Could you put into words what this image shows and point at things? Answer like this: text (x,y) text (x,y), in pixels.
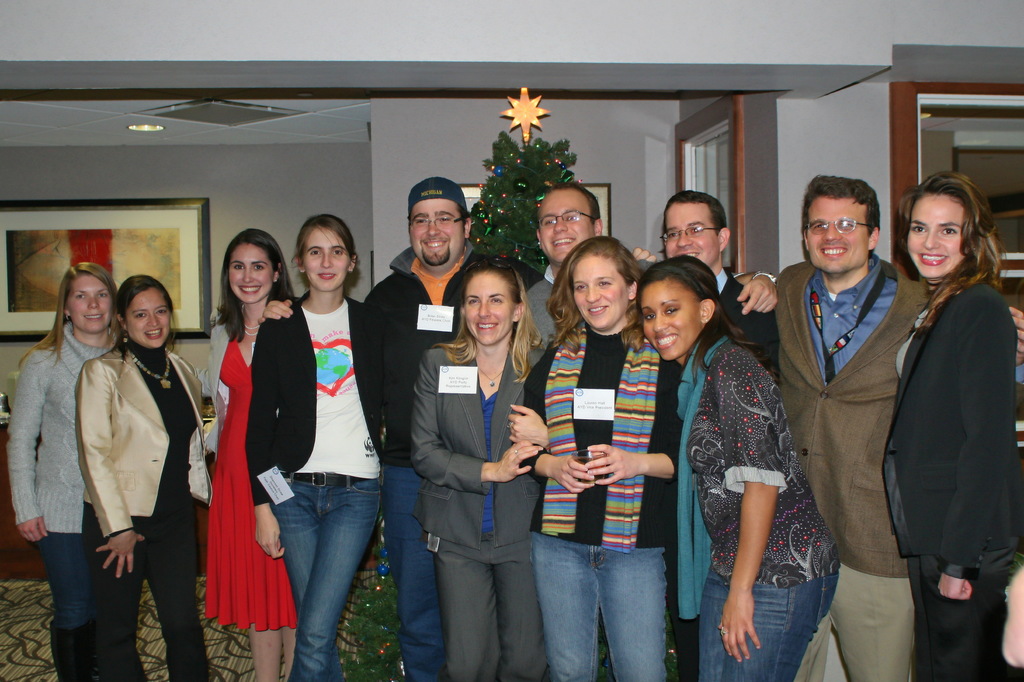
In this image we can see these women (681,568) and men (853,553) are standing on the floor (49,660) and smiling. In the background (487,170), we can see the Xmas tree (487,170), glass windows (941,166) and photo frames (8,270) on the wall (289,146). Here we can see the ceiling lights (150,128).
